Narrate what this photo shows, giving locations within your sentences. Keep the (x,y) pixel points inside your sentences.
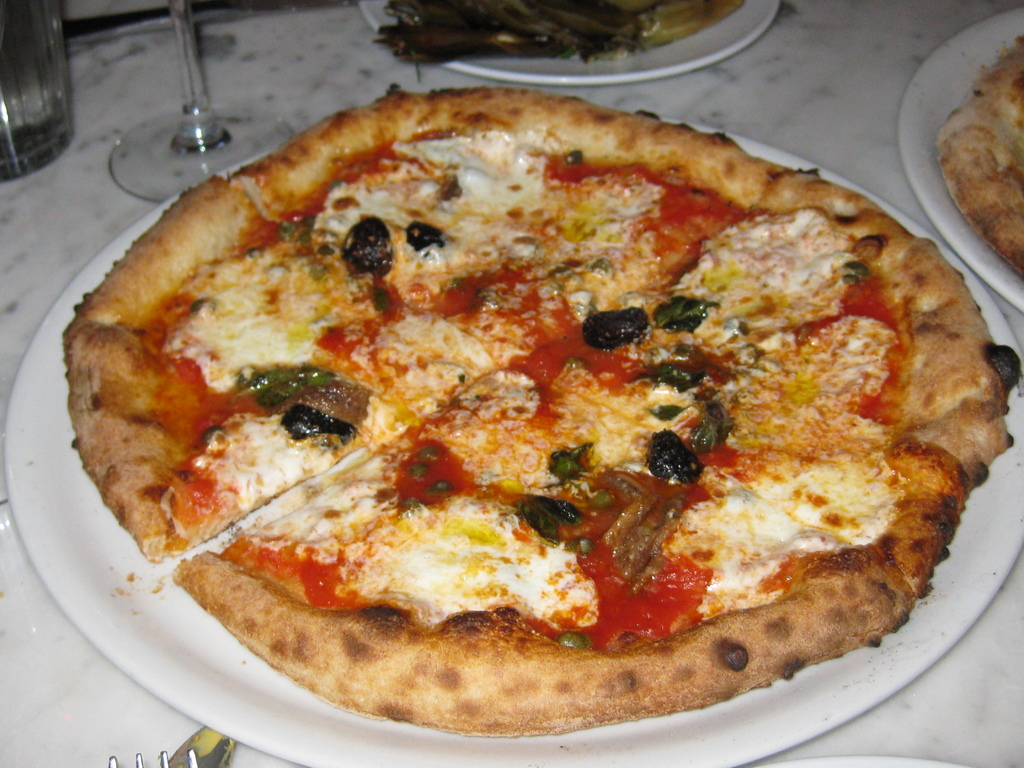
In this image we can see the plates (56,530) with some food (600,346) and glasses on the white color surface (882,13), which looks like a table (857,38).
